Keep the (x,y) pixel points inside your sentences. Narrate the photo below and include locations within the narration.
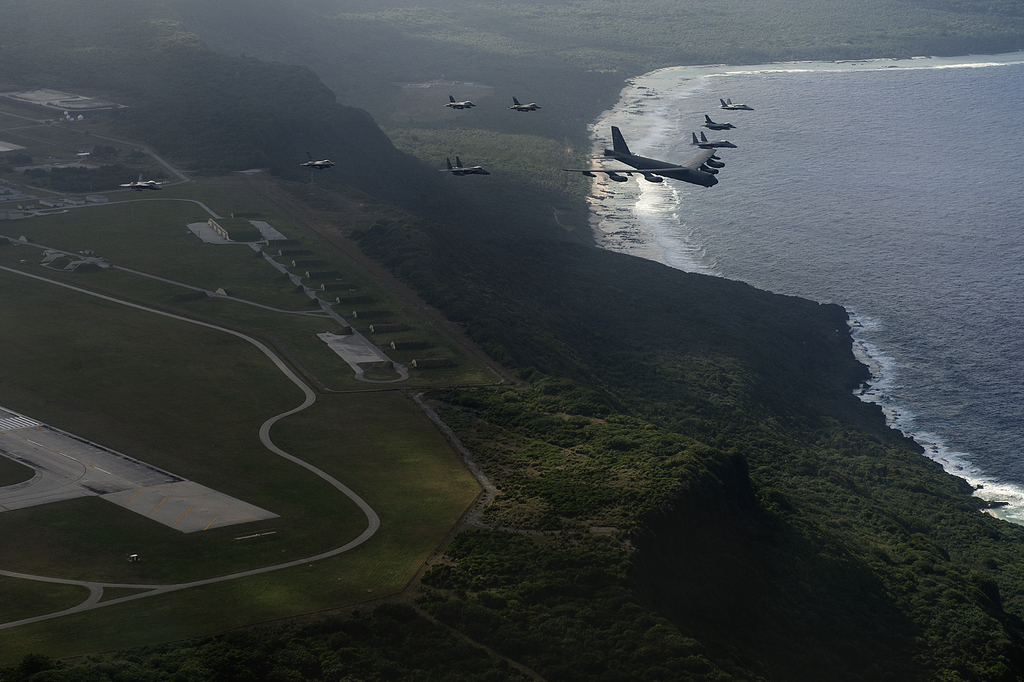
Here in this picture we can see number of jet planes (606,171) and airplanes (699,178) flying in the air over there and below them on the ground (519,483) we can see grass (405,430) present all over there and we can see water (746,88) on the right side (741,232) present all over there.
